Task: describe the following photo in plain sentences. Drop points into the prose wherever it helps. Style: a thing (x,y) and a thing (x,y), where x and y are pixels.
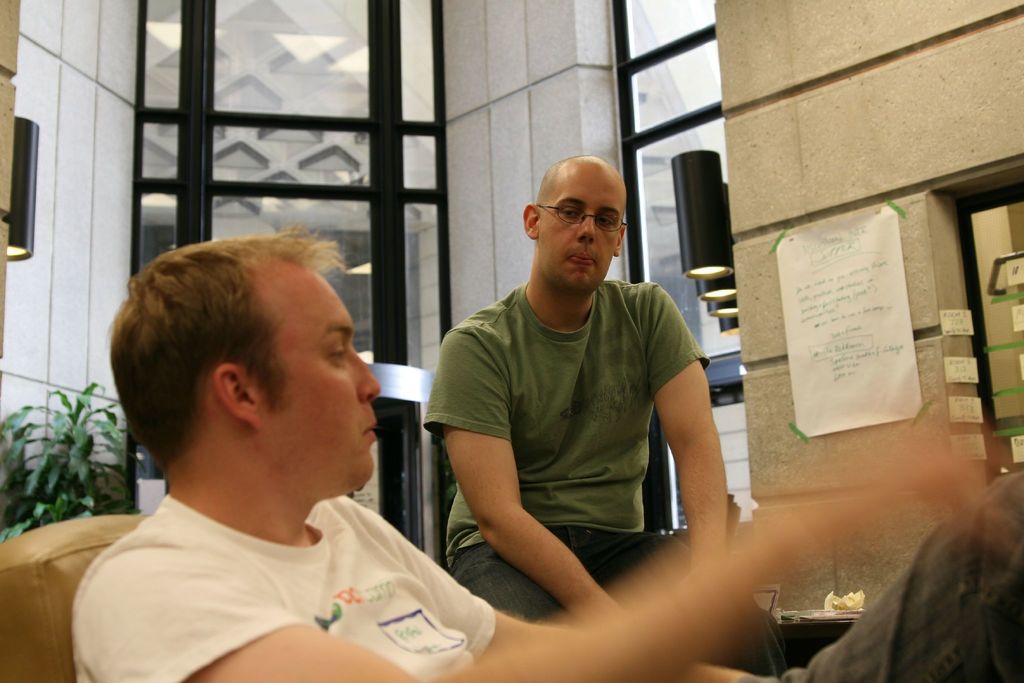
In this image I can see two persons (539,532) sitting. In front (198,613) the person (219,579) is wearing white color shirt (224,612). In the background (905,294) I can see the paper (886,280) attached to the wall (877,105), few plants (109,510) in green color and I can see few glass windows (185,102).
